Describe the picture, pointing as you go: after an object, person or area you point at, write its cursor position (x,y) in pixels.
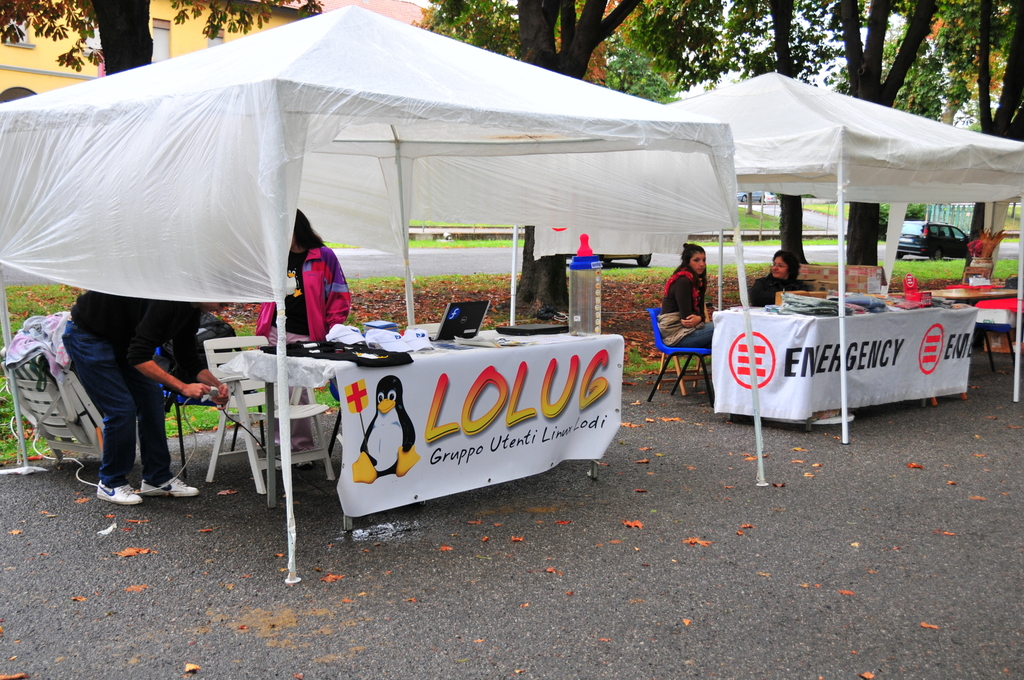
In the center of the image (628,229) we can see tents (681,159), tables (599,355), banners (475,404) with some text (590,400), chairs (691,377), caps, one laptop (464,316), few people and some objects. At the bottom of the image (377,630), there is a road (577,623) with dry leaves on it. In the background (705,9), we can see trees (633,54), one building (264,27), grass (672,363) and a few other objects (941,220).
